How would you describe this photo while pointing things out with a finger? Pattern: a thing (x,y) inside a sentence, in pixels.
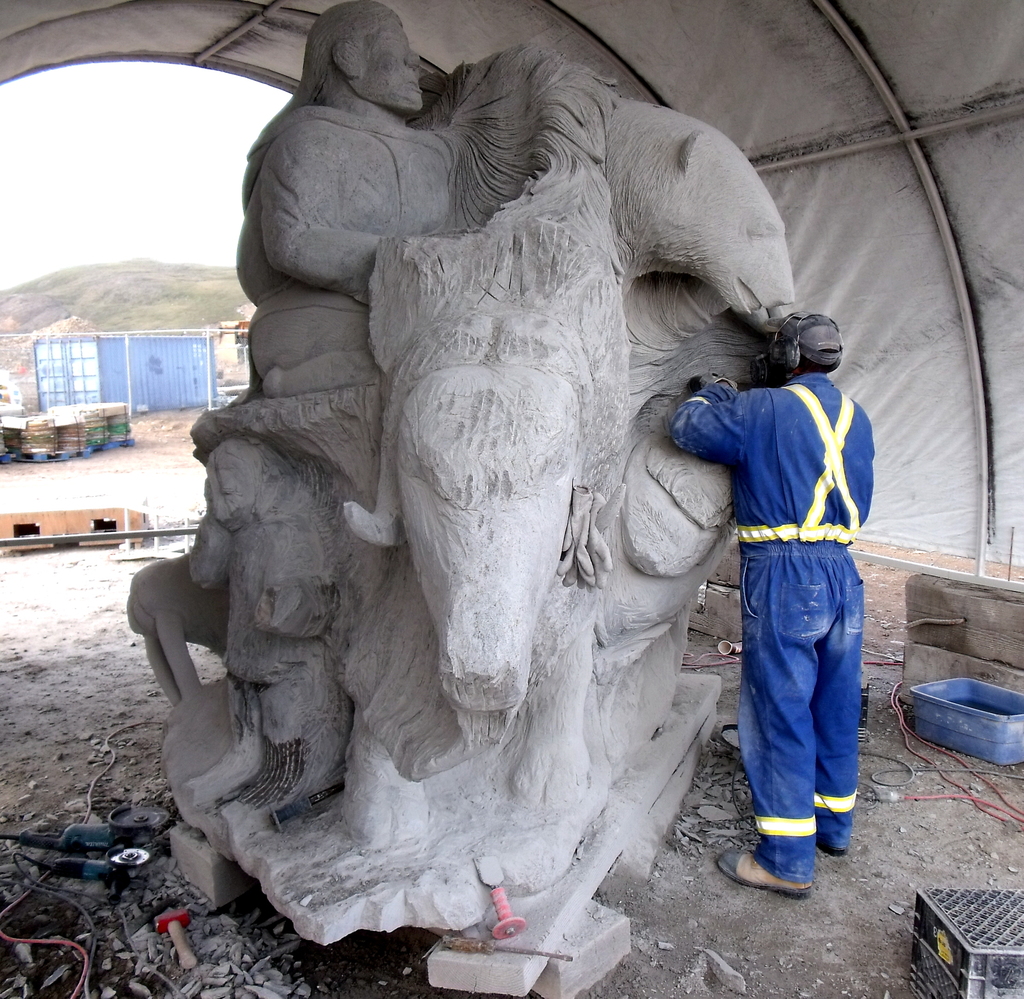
In this picture there is a person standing and we can see sculpture (398,883), tools (504,903), box (1020,735), tent (8,7) and objects (1000,736). In the background of the image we can see hill (215,274), sky (172,171) and objects (176,533).
